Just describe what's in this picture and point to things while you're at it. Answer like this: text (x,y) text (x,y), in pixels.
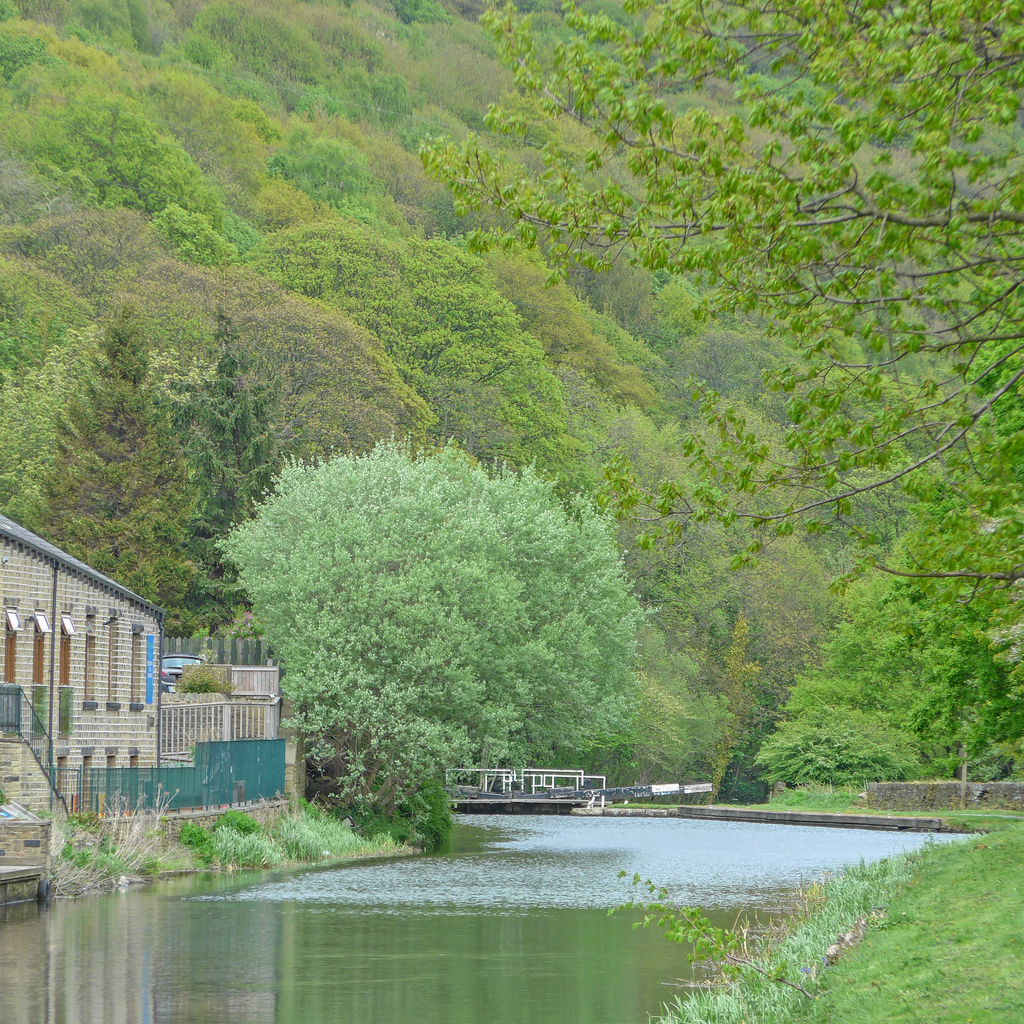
In the background (442,126) we can see the trees (348,81). On the left side of the picture (121,725) we can see a building (112,754) and the railing (36,746). Far it looks like a vehicle (180,657). In this picture we can see the water (627,952), green grass (821,954), plants (237,847). In the background (608,808) we can see the wall (997,802) and an object (516,809).
